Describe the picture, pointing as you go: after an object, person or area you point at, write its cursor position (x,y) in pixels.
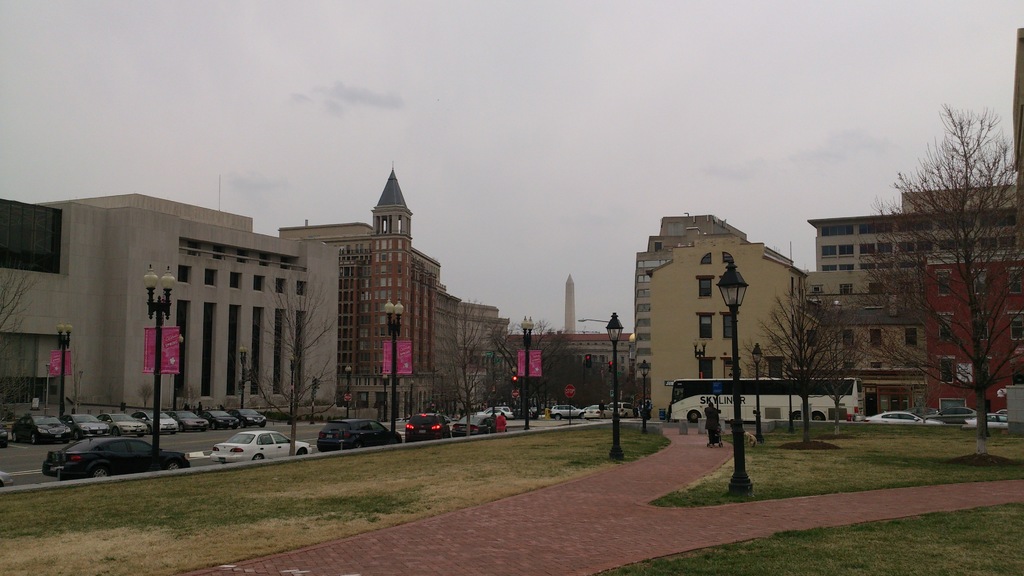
In this picture I can see there is a road (212,431), there are few cars (145,448) parked on the left side of the image (223,449), there are a few poles (161,318) with lamps (155,306), there is a walkway (432,538), there is grass (760,464), there is a bus (788,404) at right side (690,411) and there are few buildings (750,295) with glass windows (344,281) and there are trees (901,257) and the sky (573,181) being cloudy.
